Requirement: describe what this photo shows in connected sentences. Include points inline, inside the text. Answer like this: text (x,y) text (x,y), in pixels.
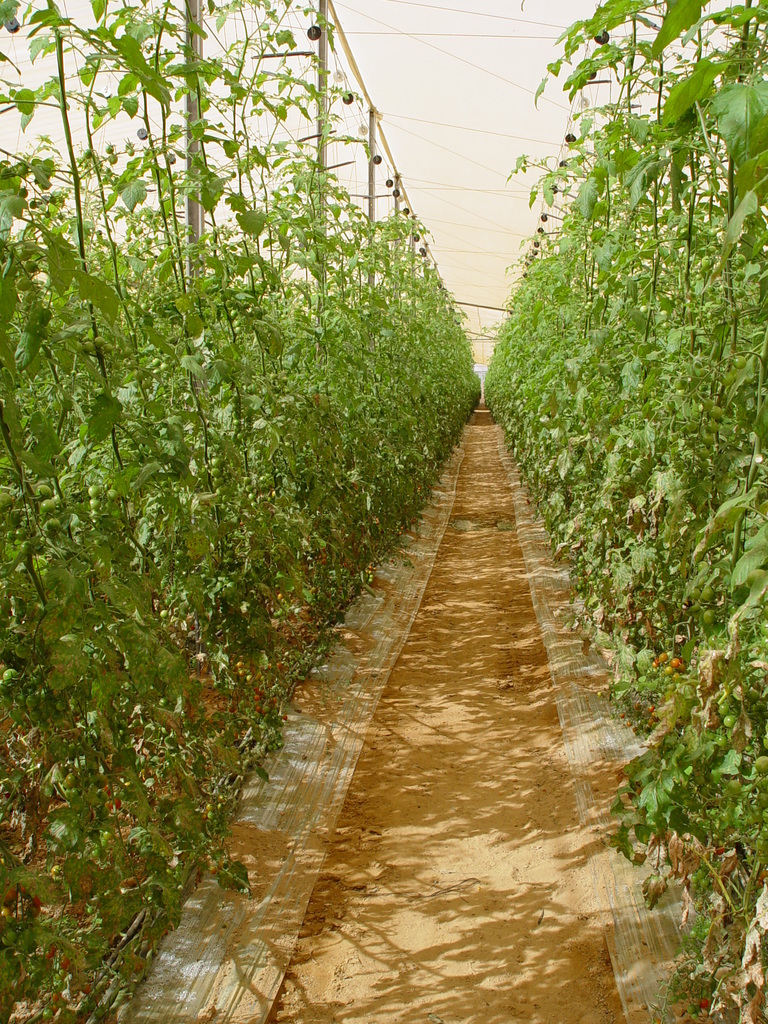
In this image there are plants (701,577) towards the right of the image (640,398), there are plants (342,432) towards the left of the image (221,425), there is soil (412,812) on the ground (380,842), there is a roof (467,101) towards the top of the image (392,94).
